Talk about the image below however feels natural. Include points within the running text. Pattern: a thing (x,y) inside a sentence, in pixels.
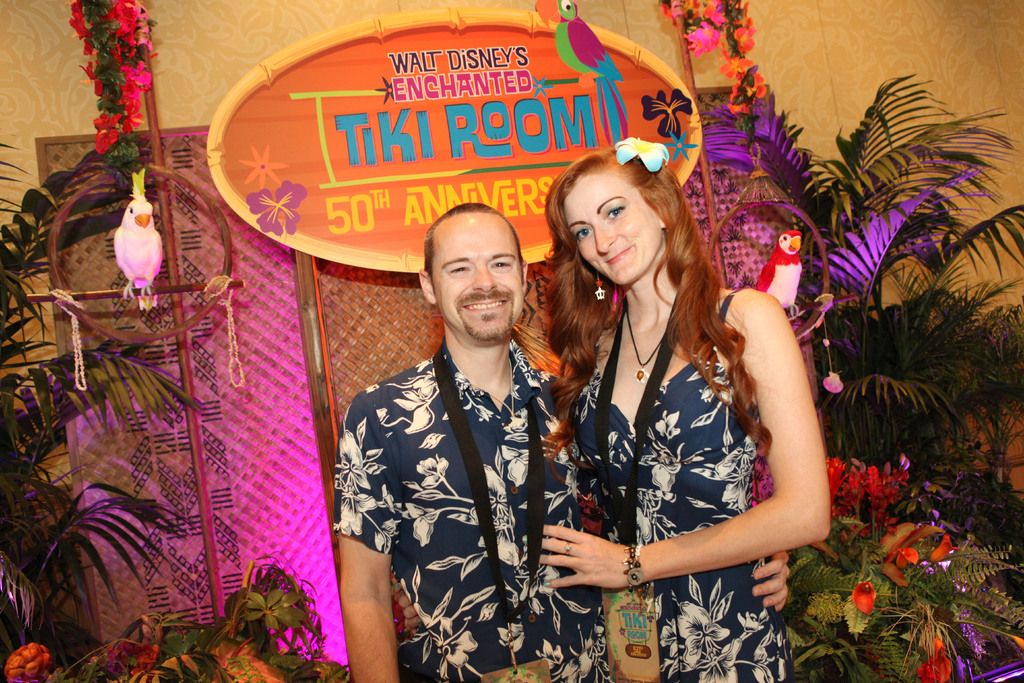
In this image there is a couple (568,476) in the middle (619,438) who are wearing the id cards (628,505). There are trees (863,538) with the flower (917,554) on the either side of them. There are two parrots (791,256) on the perches (136,254). In the background (371,146) there is a board (343,159). At the bottom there are lights (295,546).
